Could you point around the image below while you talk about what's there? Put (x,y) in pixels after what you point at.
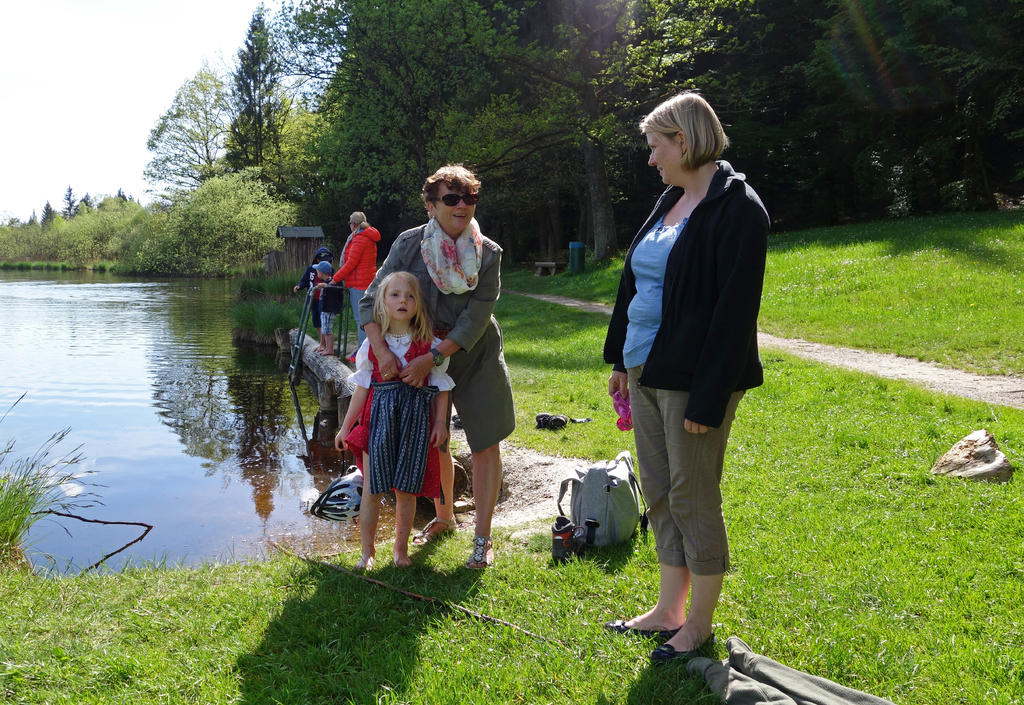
In this image there are group of people (706,301) standing, and there are some items (540,417) on the grass (535,401), water (216,363), trees (493,228), and in the background (295,76) there is sky (205,46).
